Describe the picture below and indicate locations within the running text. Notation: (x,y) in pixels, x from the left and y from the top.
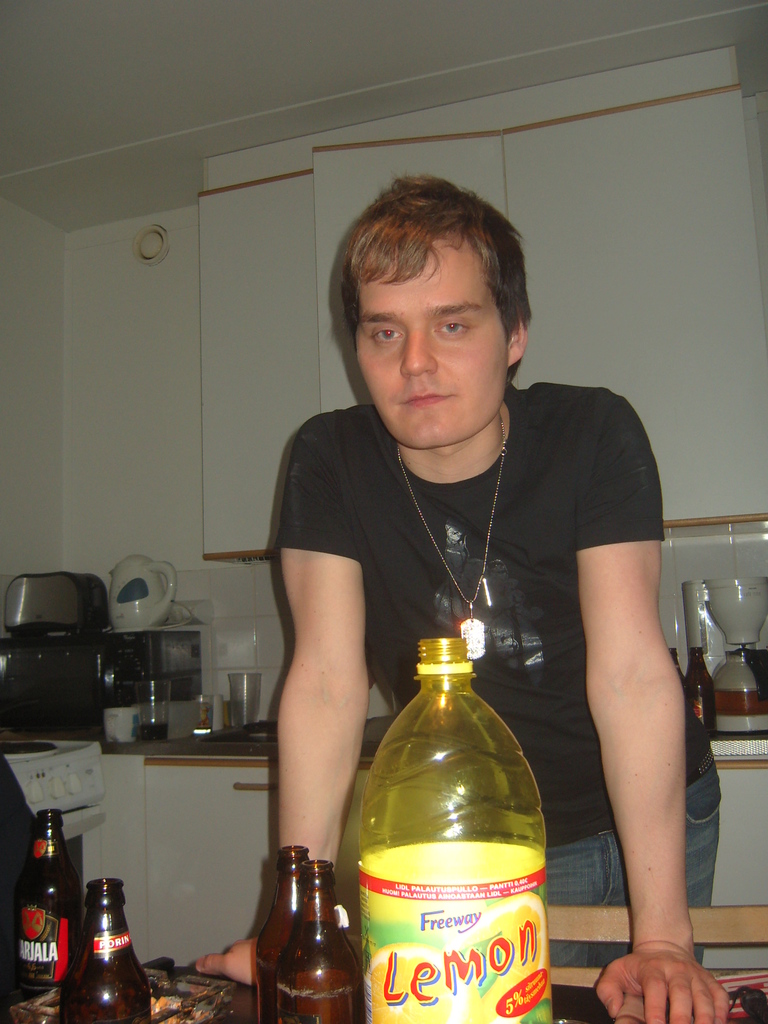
In this picture there is a man (366,677) wearing a black t-shirt (376,480), he is leaning on a table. On the table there are bottles (318,895). In the background (259,267) there are cupboards (239,278), devices (193,693) and some glasses (152,702) etc.
